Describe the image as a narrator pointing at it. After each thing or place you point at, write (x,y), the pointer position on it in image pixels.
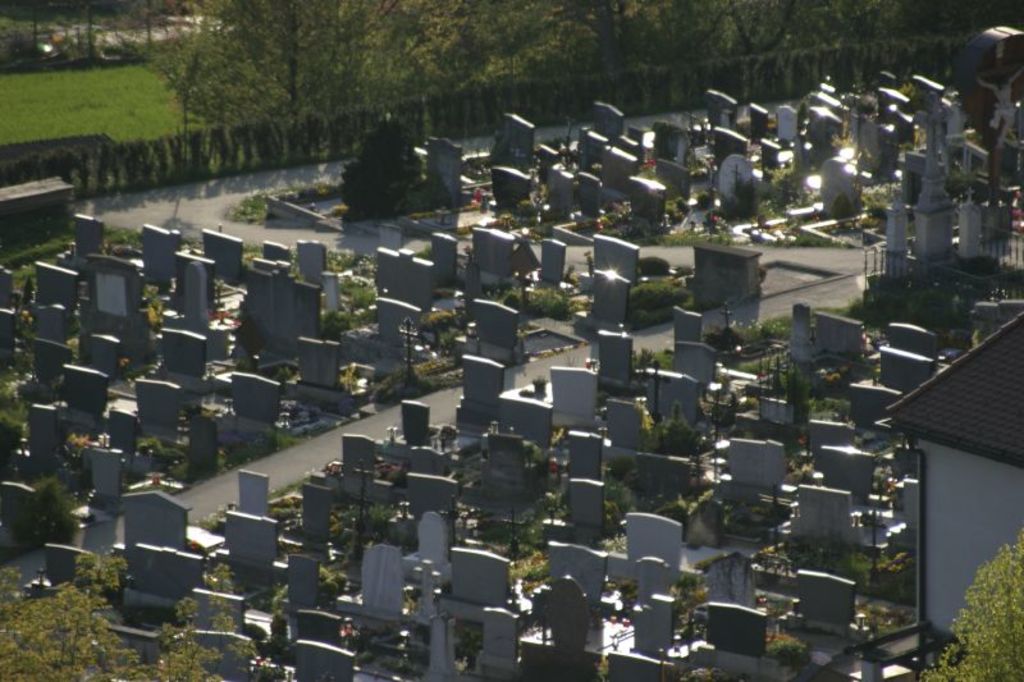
In this image I can see it looks like a graveyard (501,284), There are graves (523,433) in the middle (365,454), at the top (291,49) there are trees (411,58). On the right side (886,417) it looks like a house (958,506).
